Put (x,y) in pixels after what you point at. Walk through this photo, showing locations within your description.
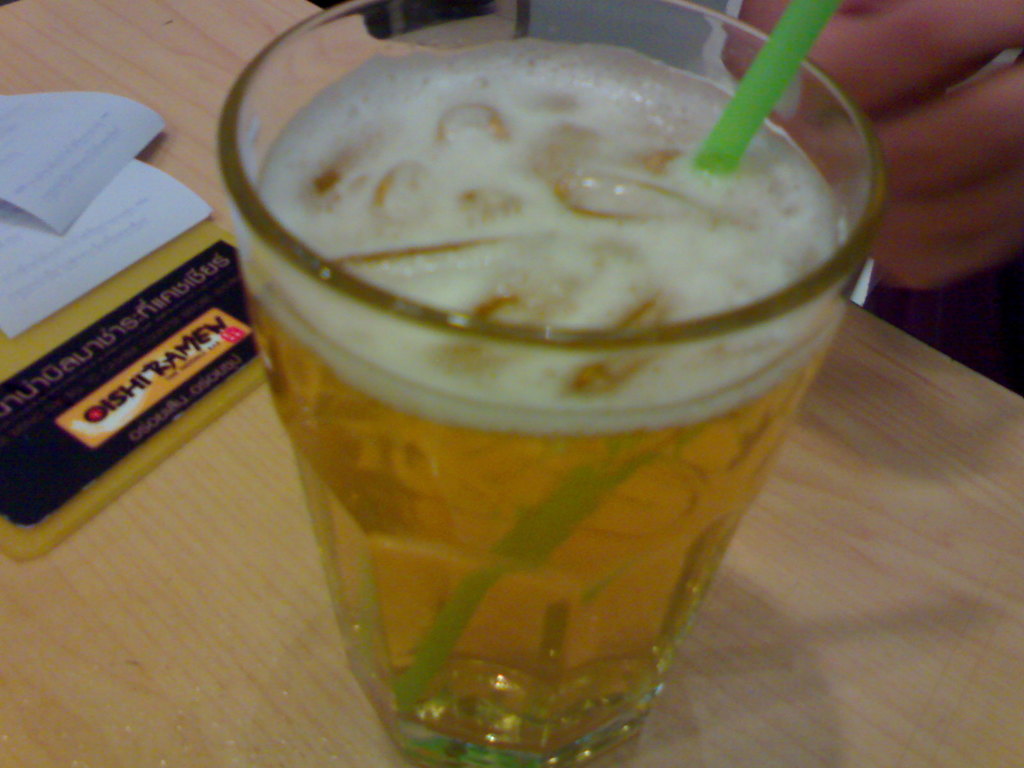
In this image I can see it looks like a beer (578,394) with a straw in a glass (686,448). On the left side (9,132) there are papers (9,132) on this table (26,624).
